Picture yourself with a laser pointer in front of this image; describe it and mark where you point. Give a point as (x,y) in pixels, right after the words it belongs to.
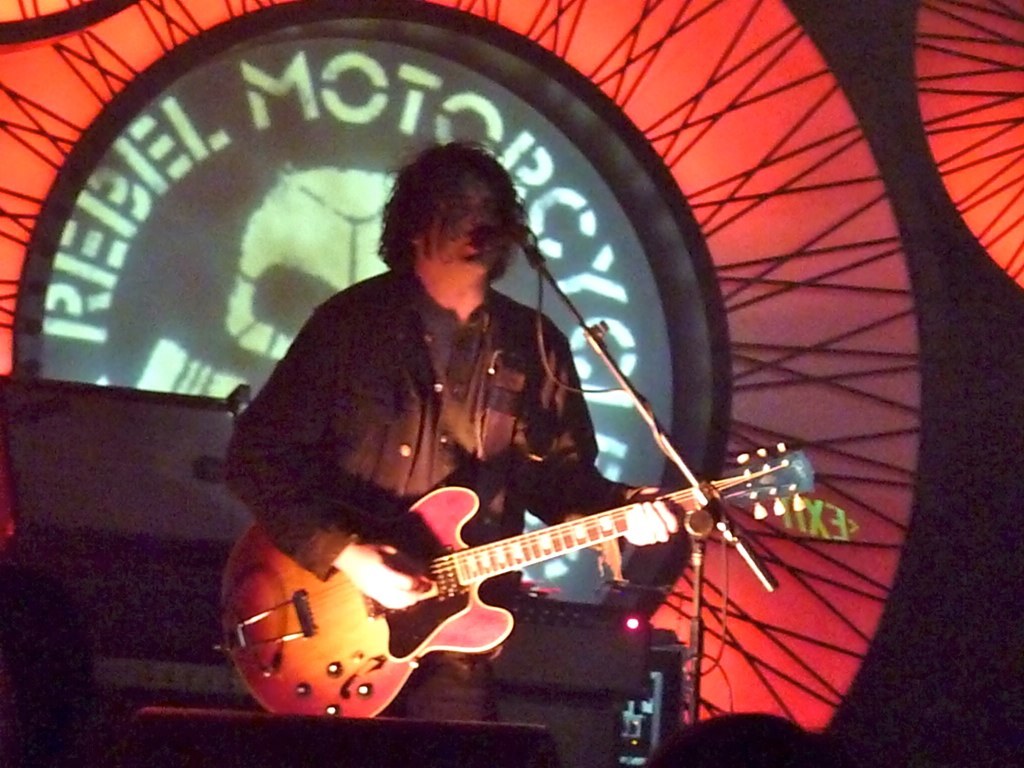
In this picture we can see one man (464,394) is playing a guitar (502,552) in front of a microphone (543,267), we can see a microphone stand (728,530) here, in the background (635,623) we can see a light (635,625).
